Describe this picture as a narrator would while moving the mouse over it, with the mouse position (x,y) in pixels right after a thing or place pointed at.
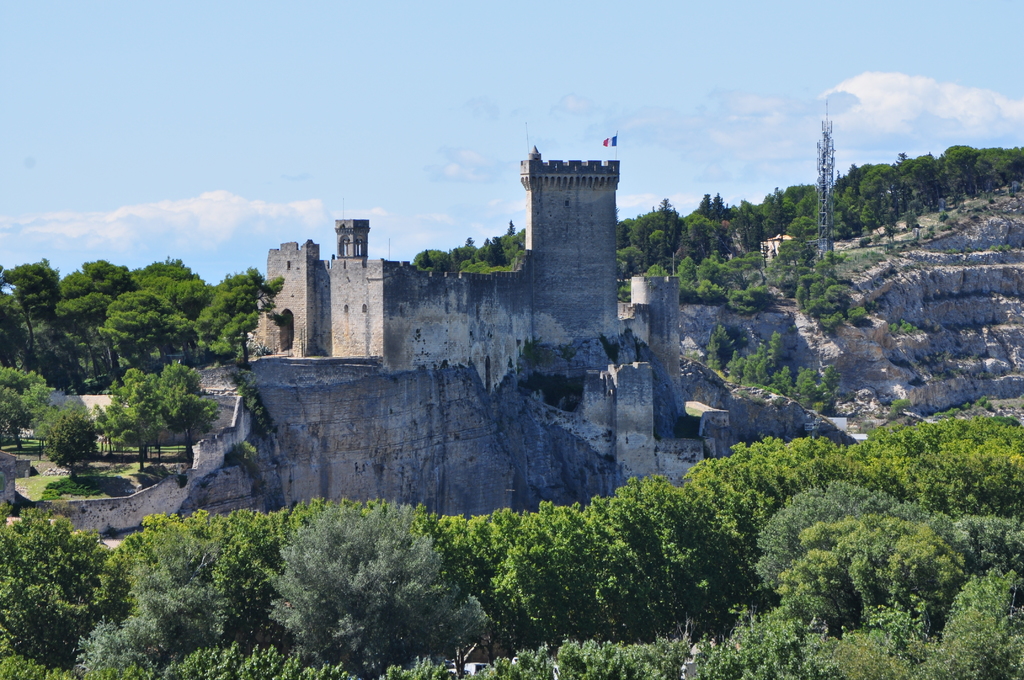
In this picture I can see a fort (572,212), there is a flag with a pole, there are trees (727,295), there is a cell tower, and in the background (509,38) there is sky (502,54).
